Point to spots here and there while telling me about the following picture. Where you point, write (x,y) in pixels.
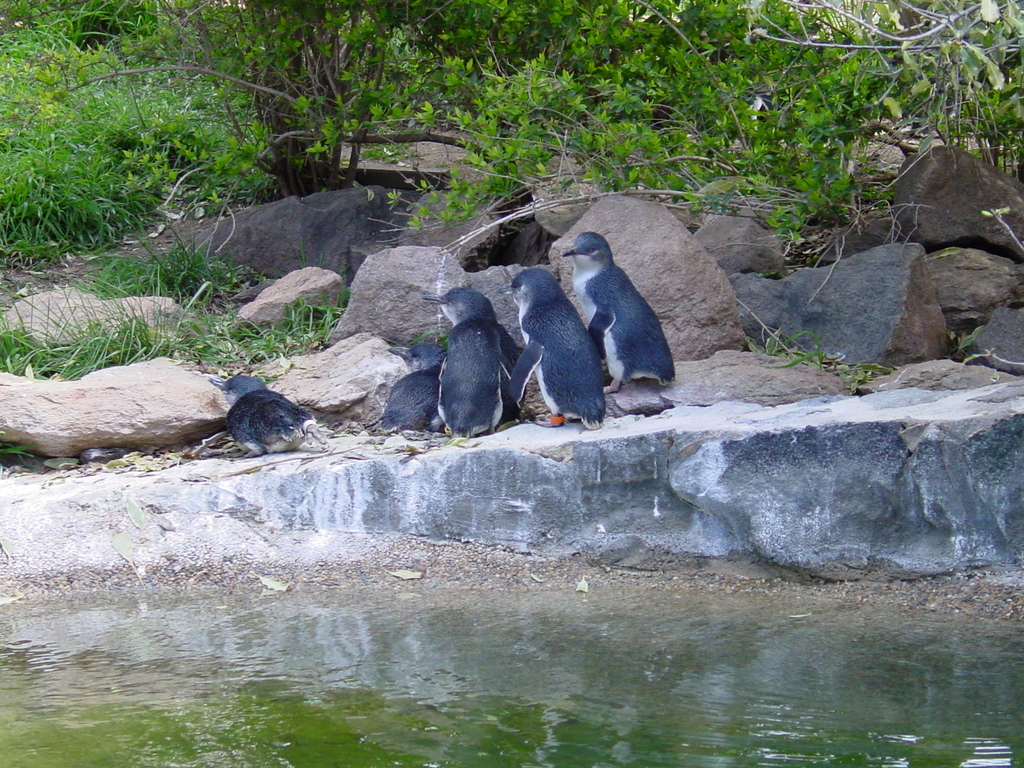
In this picture I can see water (728,641), there are penguins (605,288), rocks (418,317) and there are trees (1005,127).
